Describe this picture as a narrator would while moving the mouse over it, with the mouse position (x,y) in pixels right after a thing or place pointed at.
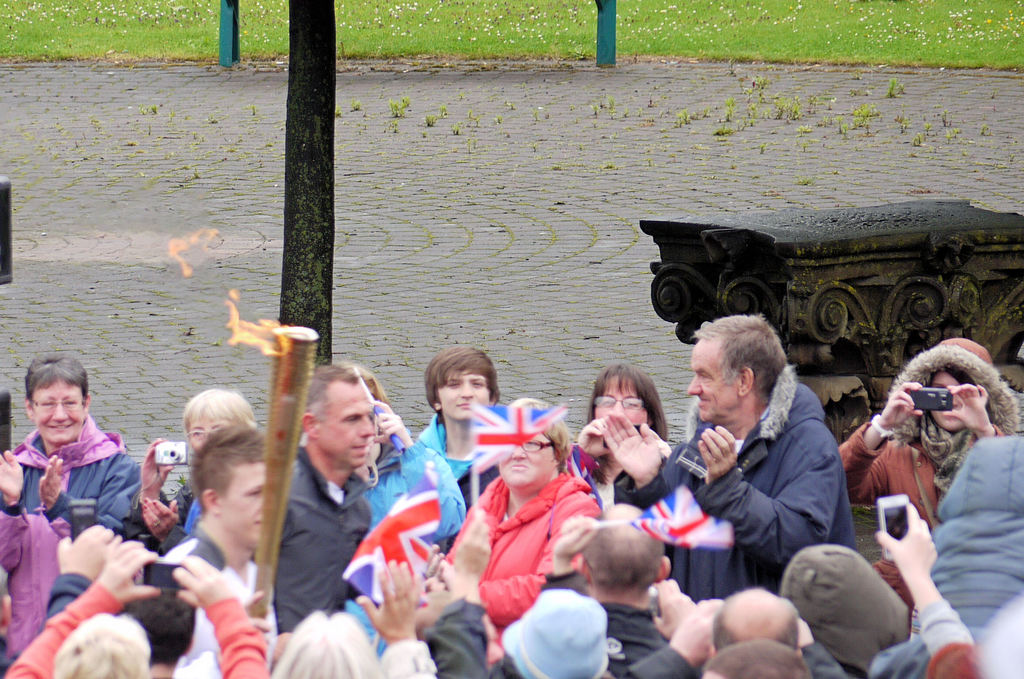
At the bottom of the image (886,483) we can see persons (445,546) and lamp (275,415). In the background (940,15) we can see tree (324,185), grass (253,56) and pole (232,29).
